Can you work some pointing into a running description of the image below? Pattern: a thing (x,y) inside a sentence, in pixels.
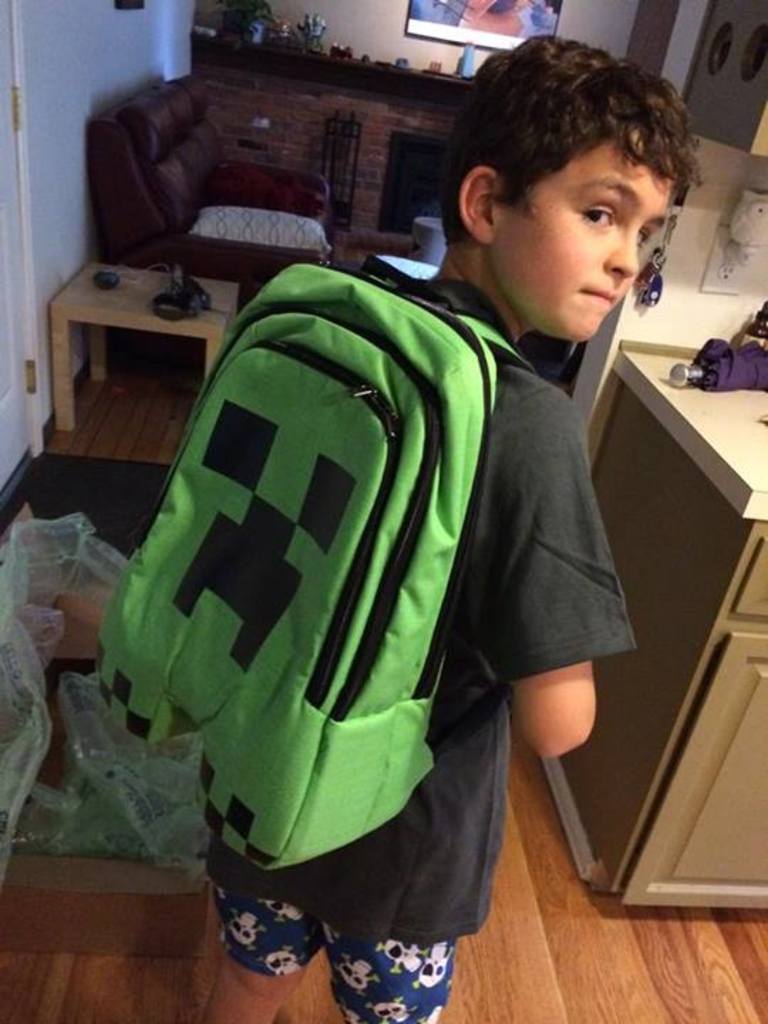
This picture is of inside the room (692,655). In the center (477,368) there is a boy (555,511) wearing black color t-shirt (534,527) a backpack (369,777) and standing. On the right (624,479) there is a table (724,440) on the top of which an umbrella (738,364) is placed. On the left (155,215) there is a couch (197,156) and cushions (227,180) placed on the top of the couch (186,188) and there is a table (125,305). In the background (208,104) we can see a wall (142,24), a television (534,10), door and some items (315,41) placed on the top of the table (385,67).
